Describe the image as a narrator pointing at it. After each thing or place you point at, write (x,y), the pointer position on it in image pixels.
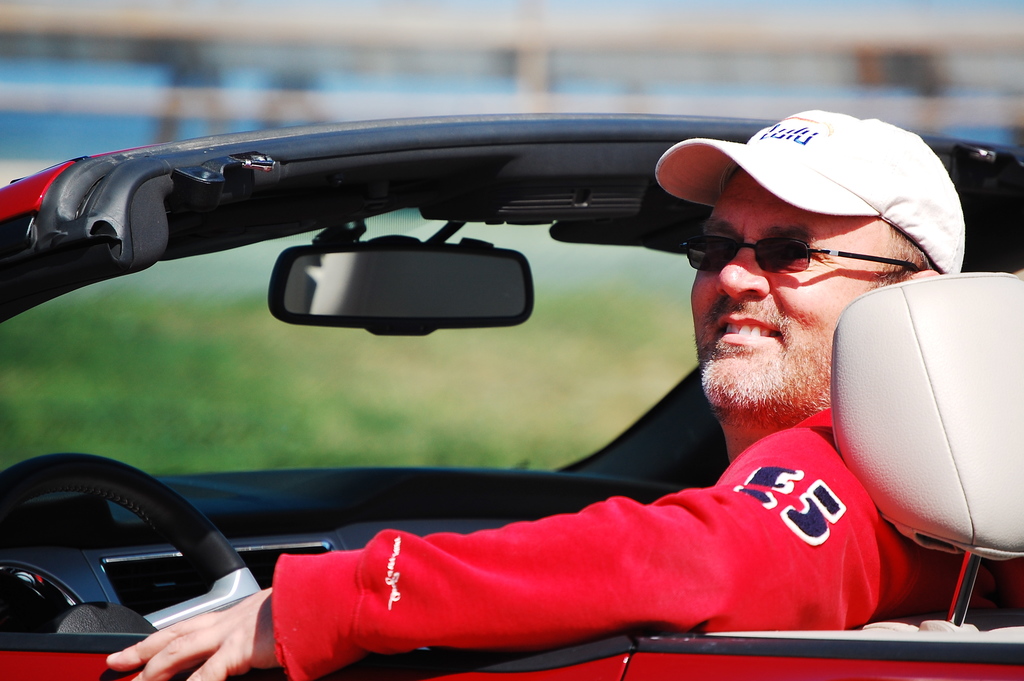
Here we can see a man (297,627) inside the vehicle (22,201). He has spectacles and he wear a cap (883,193). And this is mirror (399,281).
